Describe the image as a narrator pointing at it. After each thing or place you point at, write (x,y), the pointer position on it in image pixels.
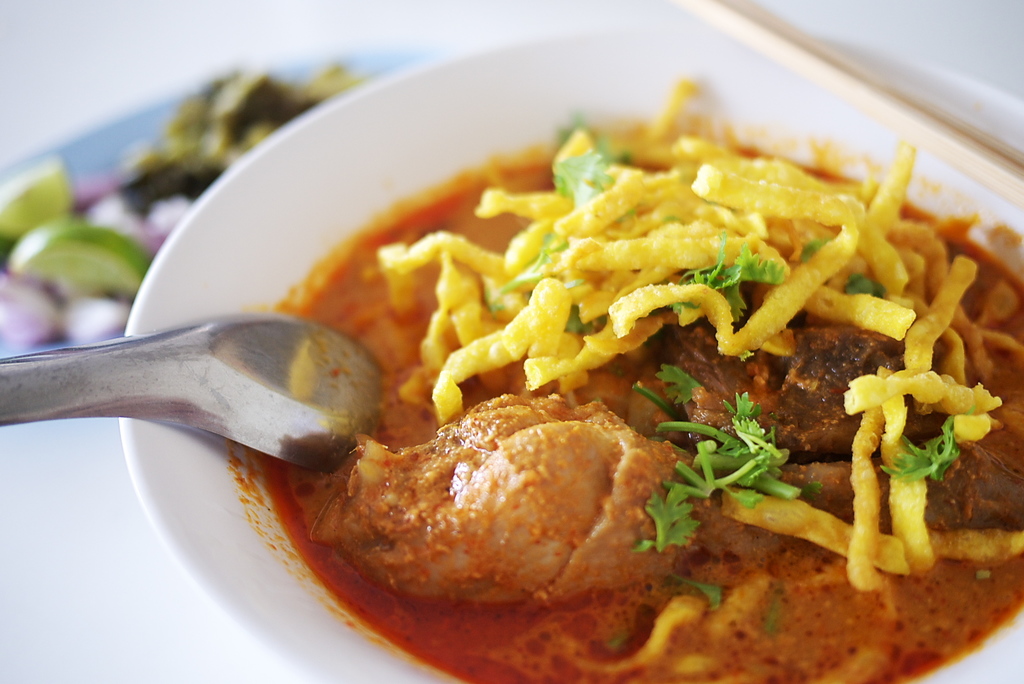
In this image in front (966,583) there are food items (553,276) in a bowl (433,108) and there is a spoon (285,418). Beside the bowl (271,239) there are food items (150,168) placed on a table (78,568).
